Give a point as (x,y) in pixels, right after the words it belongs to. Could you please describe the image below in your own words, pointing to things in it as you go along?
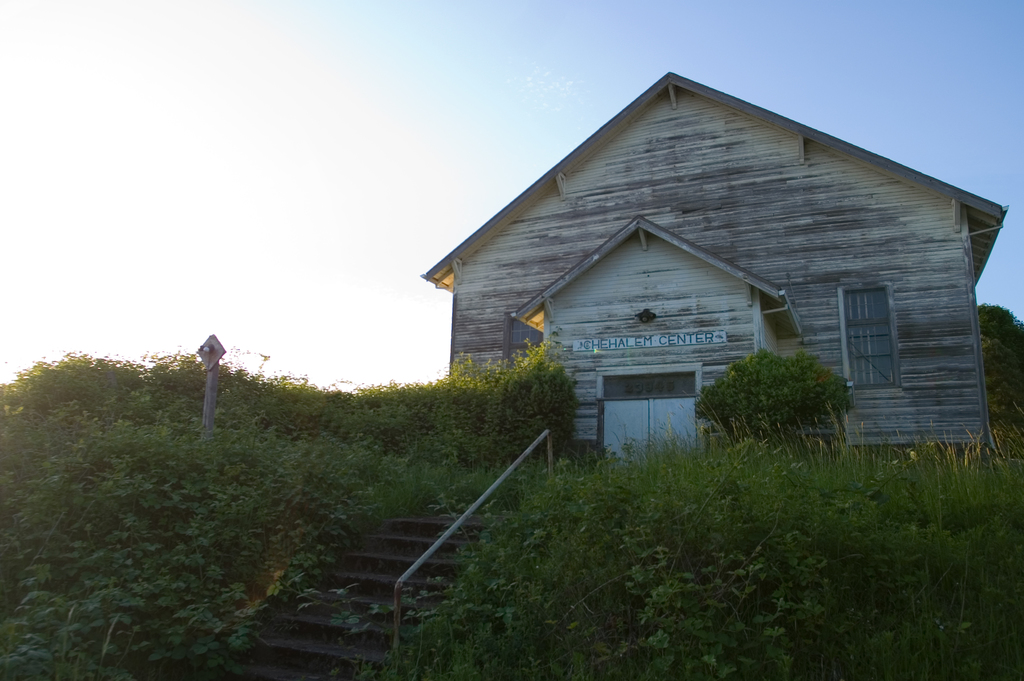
In this picture I can see there is a building (618,275) and there are some stairs (333,648) they are covered with some plants (839,551) and the sky (324,92) is clear.
